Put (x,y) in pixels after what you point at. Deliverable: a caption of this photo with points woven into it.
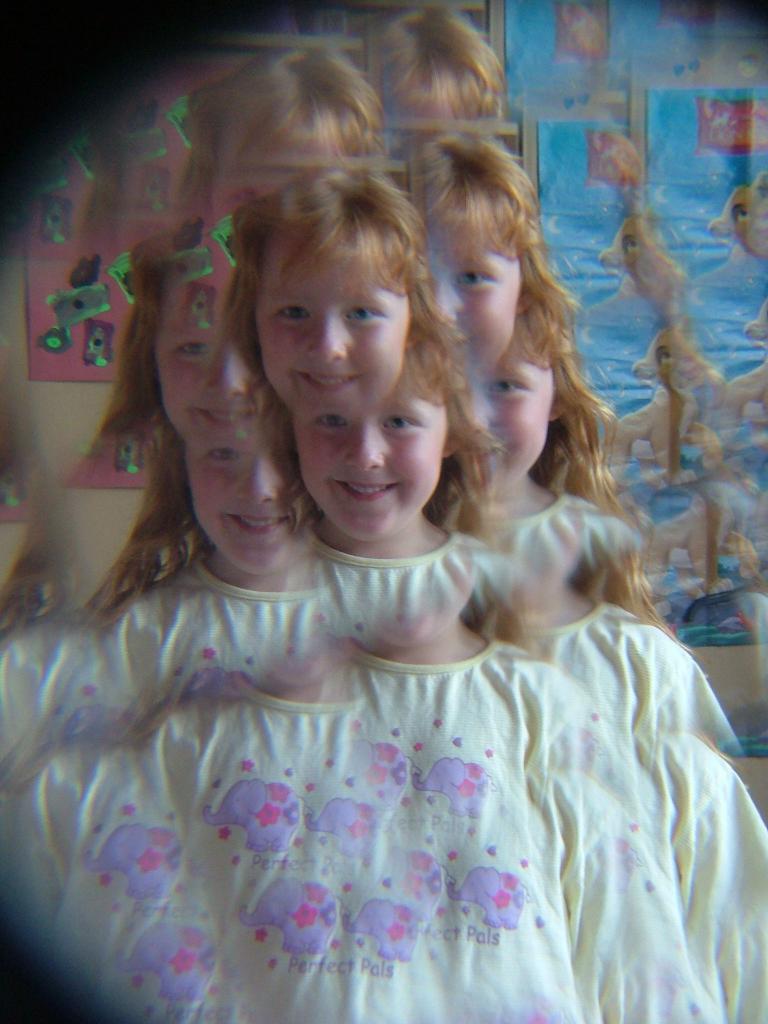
In this picture I can see a girl (427,414) who is smiling and I see that she is wearing white color top (483,720). I can see that this is an edited image.
